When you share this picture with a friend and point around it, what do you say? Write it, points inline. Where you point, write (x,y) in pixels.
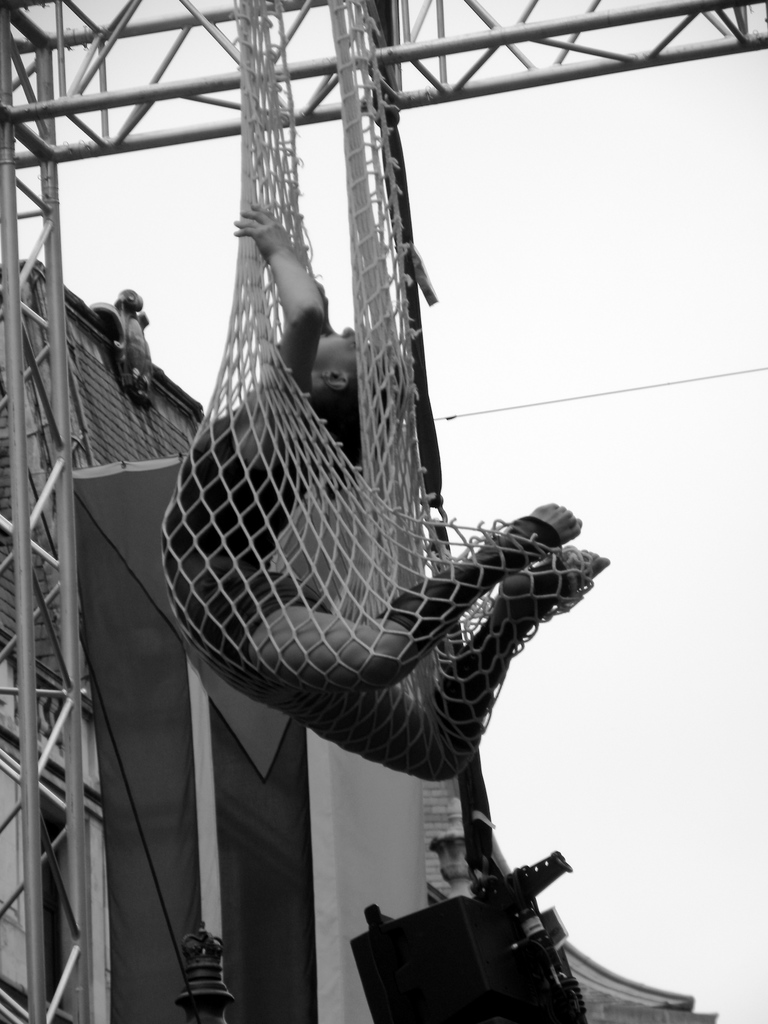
Here in this picture we can see a person (208,475) trapped in a net (276,450), which is hanging over the iron frame (44,143) present over there and behind it we can see a house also present over there.
